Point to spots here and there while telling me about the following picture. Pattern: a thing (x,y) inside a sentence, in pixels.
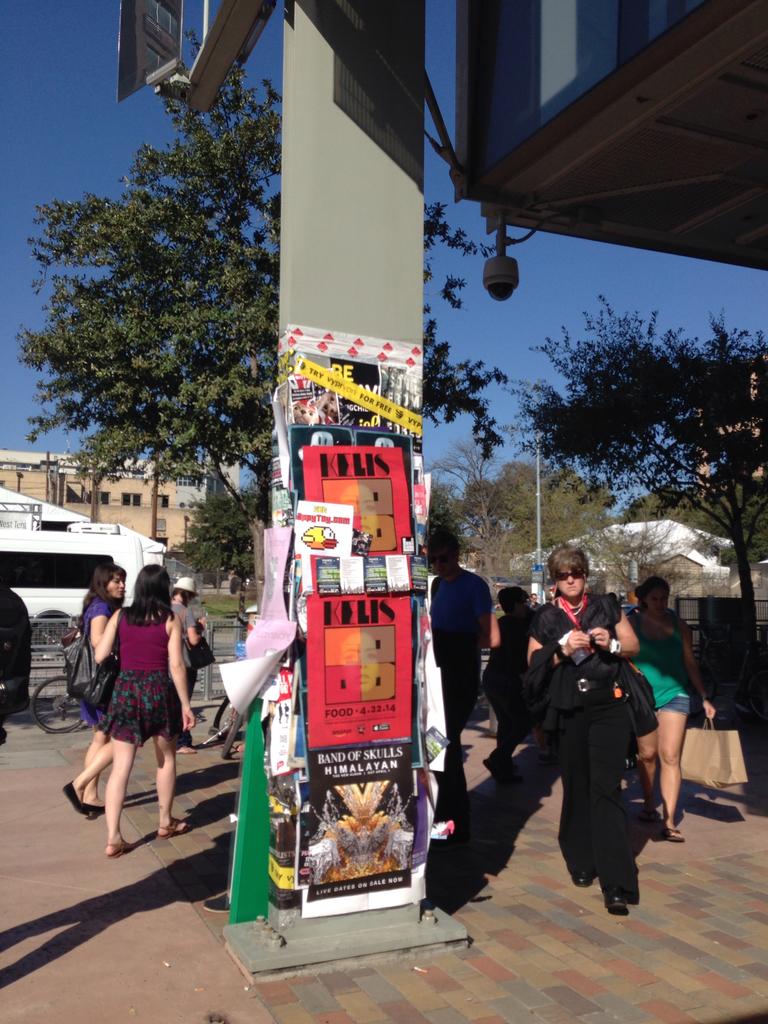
In the center of the image (413,473) we can see the pillar (401,281) and there are flyers (331,487), posters (345,441) attached to the pillar (333,296). We can also see the people (671,760) walking on the path (156,965). Image also consists of buildings (596,74), trees (588,539), fence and also the vehicle (128,537). We can also see the sky (40,50).
